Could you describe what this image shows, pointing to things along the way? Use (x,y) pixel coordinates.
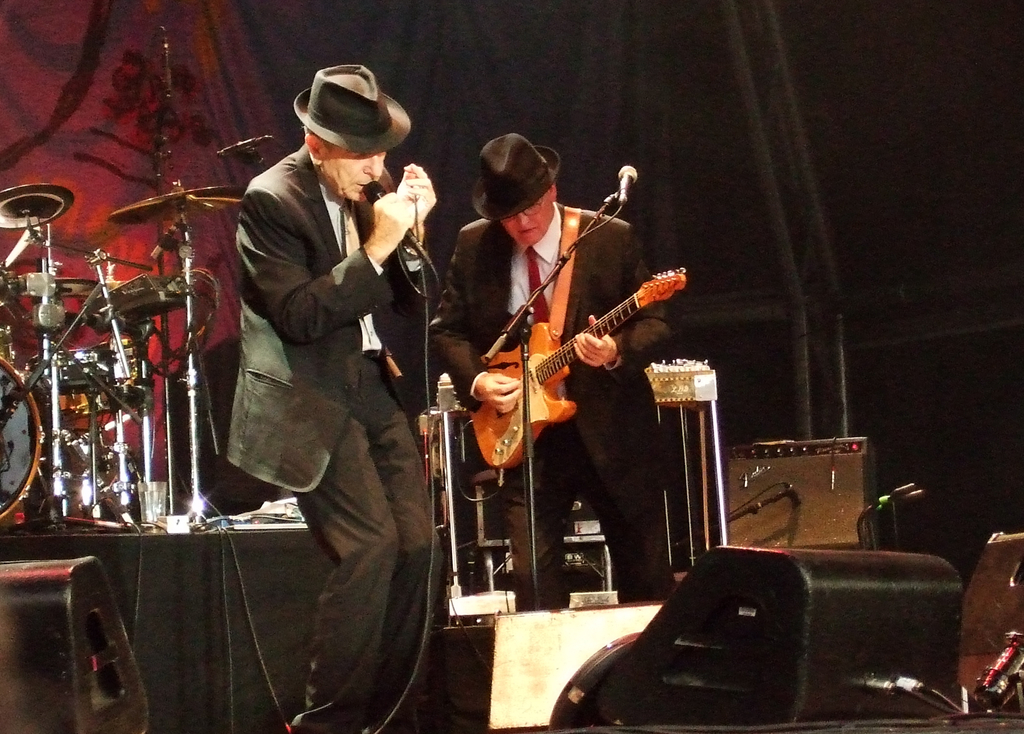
This image consist of two men (433,201) wearing black suit (348,350) performing music. To the left (317,351), the man (377,327) is singing. To the right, the man (475,303) is playing guitar (535,410). In front (754,641), there is a speaker (768,646). In the background (96,351), there is band setup (127,335) and tent (262,83) along with stand (800,210).
